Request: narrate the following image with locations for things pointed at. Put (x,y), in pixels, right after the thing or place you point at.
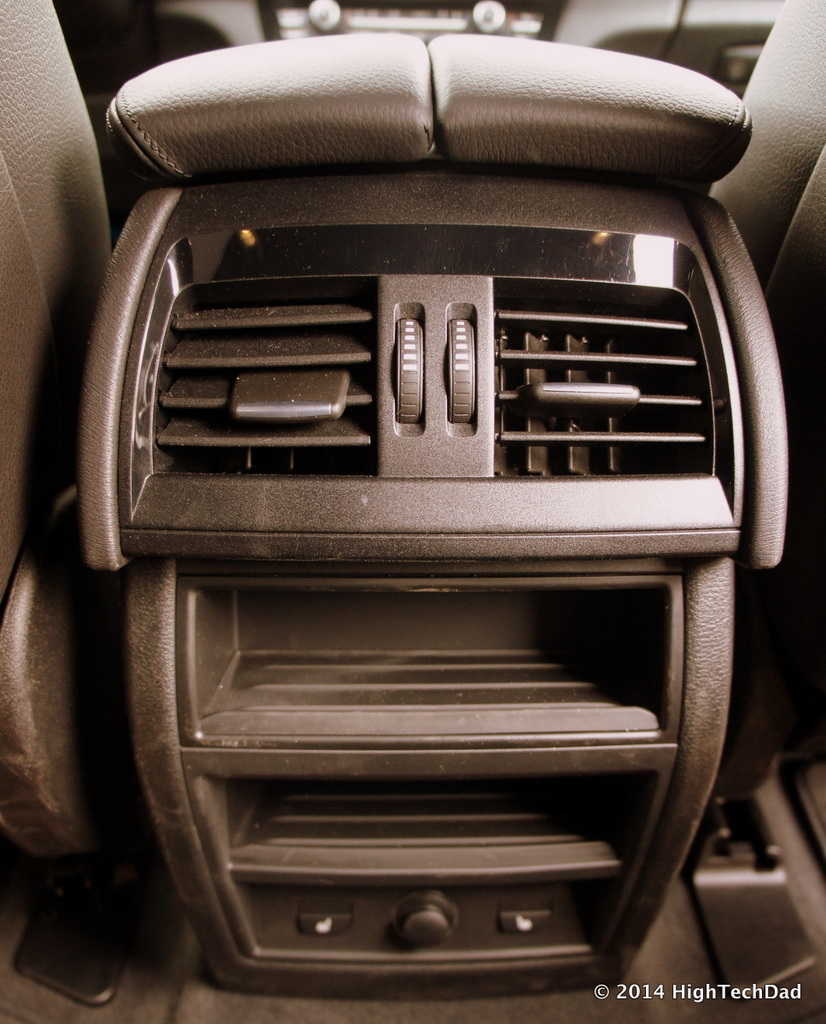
In the image we can see a inside view of a vehicle (282,139).
